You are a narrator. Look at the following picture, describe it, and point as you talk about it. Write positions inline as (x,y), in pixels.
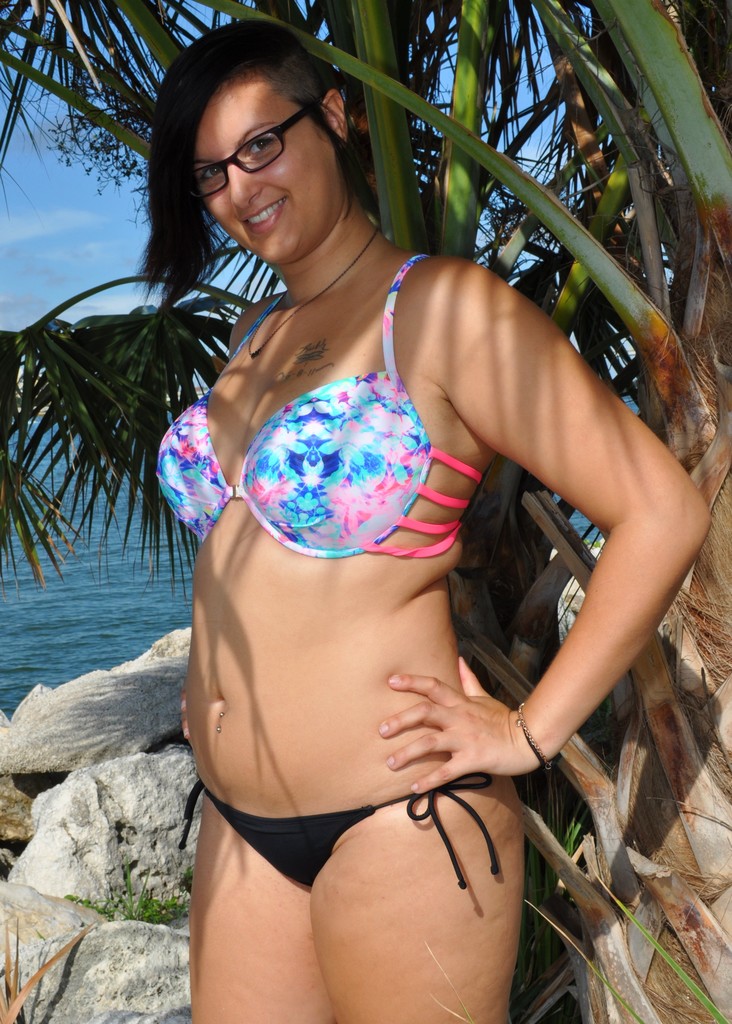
In this image I can see a woman (398,369) she is smiling and standing on floor (31,967) and in the background (49,187) I can see the sky (52,240), tree (708,63), lake (87,563).
